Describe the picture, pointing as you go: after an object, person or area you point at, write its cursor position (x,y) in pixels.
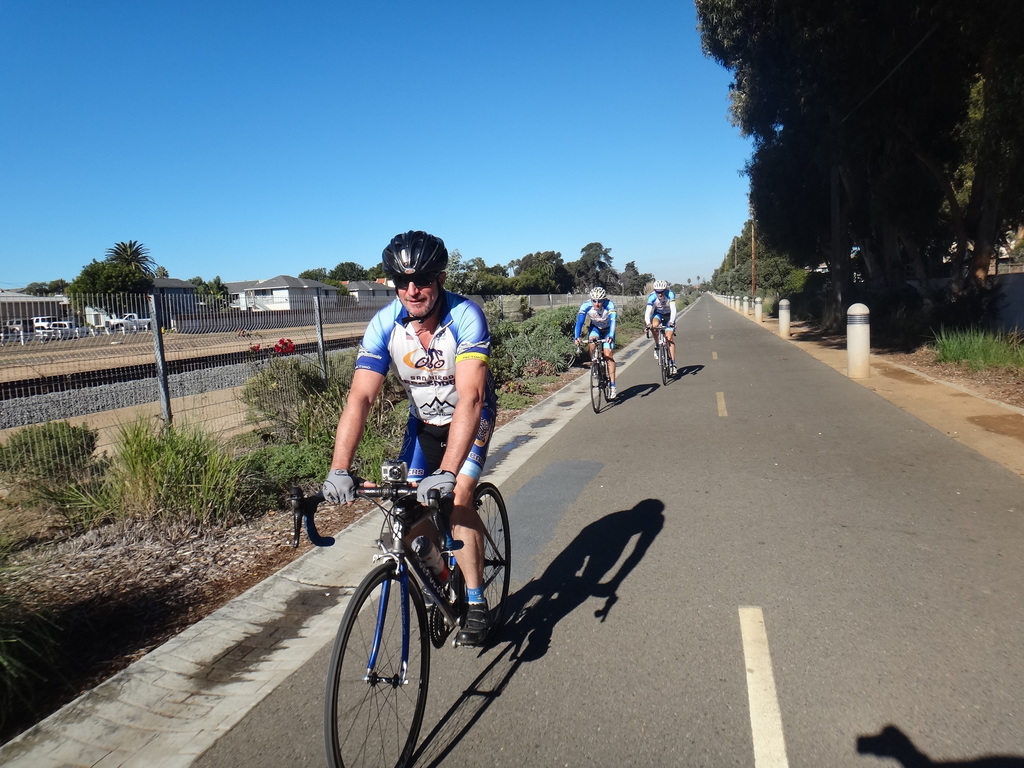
In this image we can see three persons (433,410) are cycling on the road (701,617), they are wearing black and white helmet (425,255), blue and white color dress (422,391). Right side of the image (878,173) trees (820,129) are present. Left side of the image (167,490) plants (207,458), fence (213,360) and buildings (275,299) are present. The sky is blue.
